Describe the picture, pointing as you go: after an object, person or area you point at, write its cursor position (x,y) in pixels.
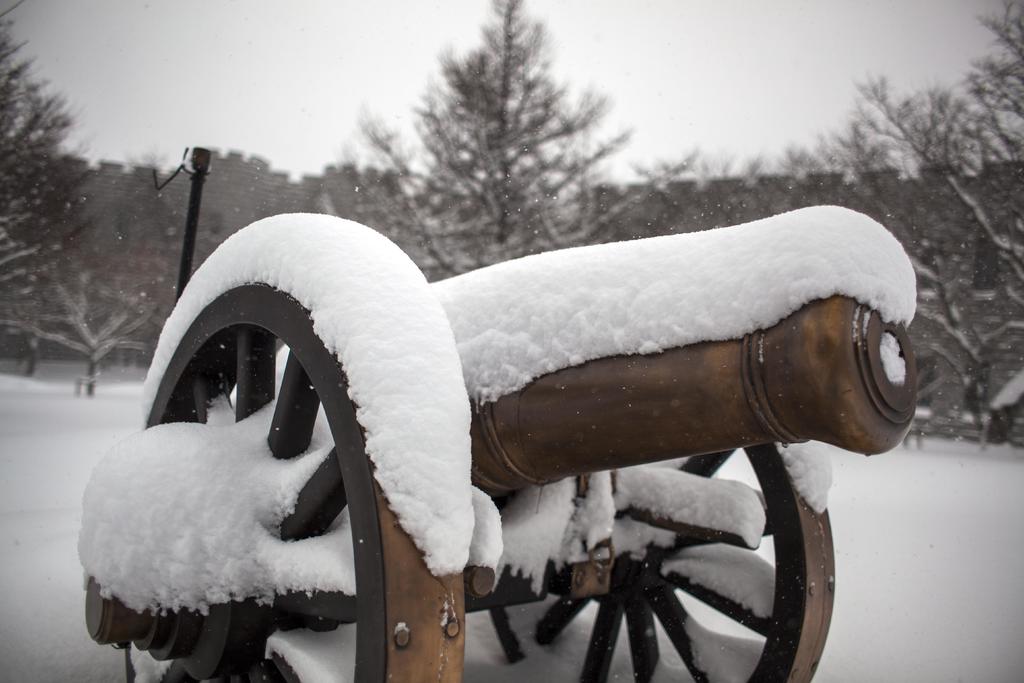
In this picture I can see there is a weapon (575,388) and it is covered with snow (243,513) and there is snow (984,581) on the floor (968,638). In the backdrop (567,228) there is a pole (206,169), trees (417,205) and a wall (170,210). The sky (549,56) is overcast.
